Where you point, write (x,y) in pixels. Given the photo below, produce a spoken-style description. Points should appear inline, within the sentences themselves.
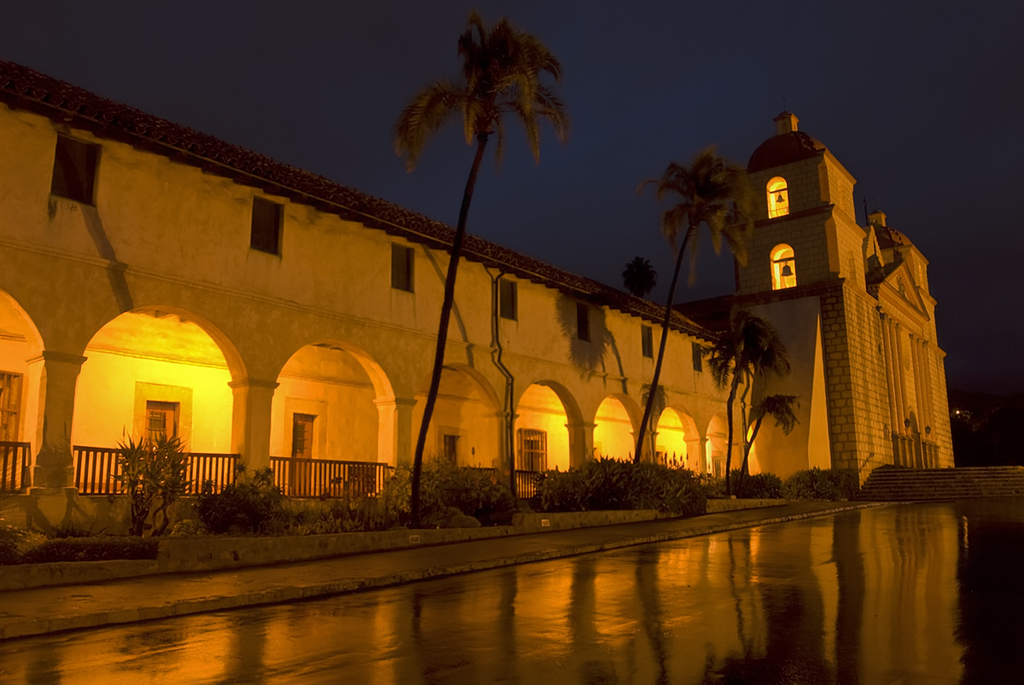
In the foreground of the picture (413,584) it is road (742,596), road (795,639) is wet. In the center of the picture (467,294) there are plants (483,493), trees (748,444), footpath (206,588), buildings (645,352), bells (777,201), doors (161,431), windows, pipe (496,344) and lights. At the top (640,78) it is sky (959,138).
